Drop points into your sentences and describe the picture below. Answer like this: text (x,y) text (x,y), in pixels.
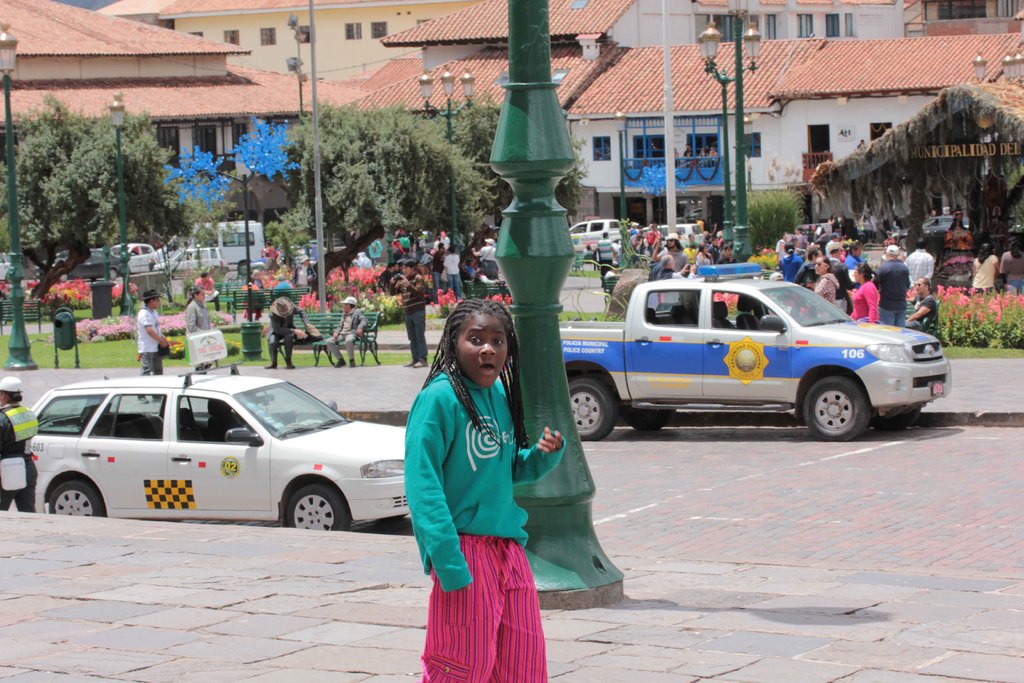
In this image I can see group of people (838,253), some are standing and some are sitting and I can see few vehicles (762,306). In front (492,594) the person (451,512) is wearing green and pink color dress (482,559). In the background (457,223) I can see few light poles (736,192), trees (443,227) in green color and few buildings (636,133).
